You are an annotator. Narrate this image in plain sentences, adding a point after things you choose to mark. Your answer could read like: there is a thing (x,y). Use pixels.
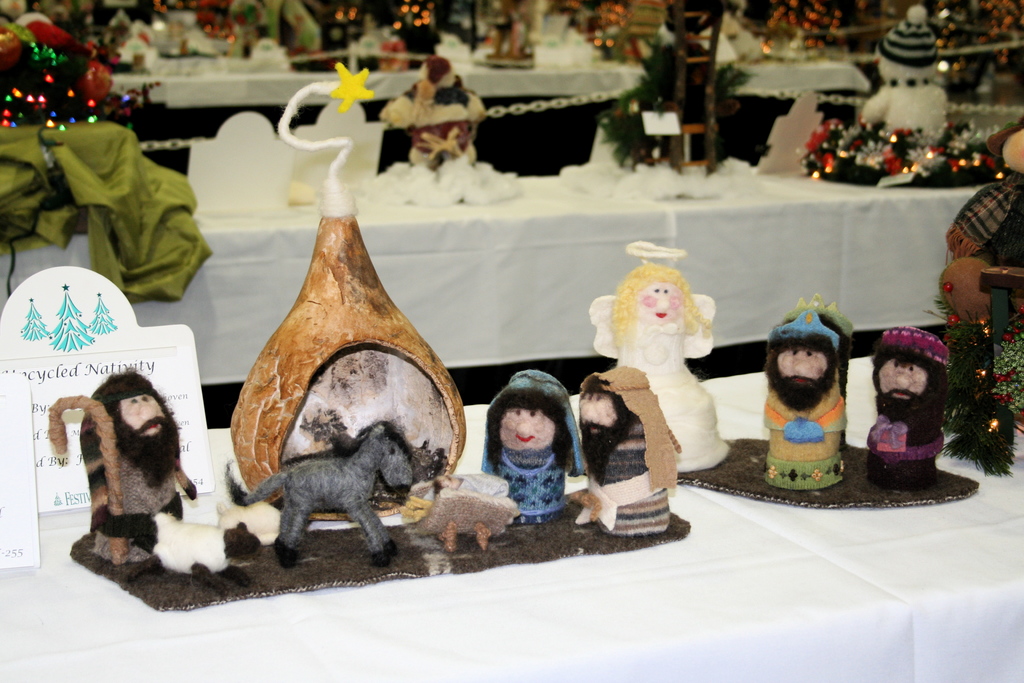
In the picture I can see the tables (362,609) which are covered with white cloth (706,566). On the table (643,664) I can see the toys (563,511). I can see the chain fencing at the top of the picture (514,117). I can see the decorative light bulb string (959,164) on the table (545,216).
